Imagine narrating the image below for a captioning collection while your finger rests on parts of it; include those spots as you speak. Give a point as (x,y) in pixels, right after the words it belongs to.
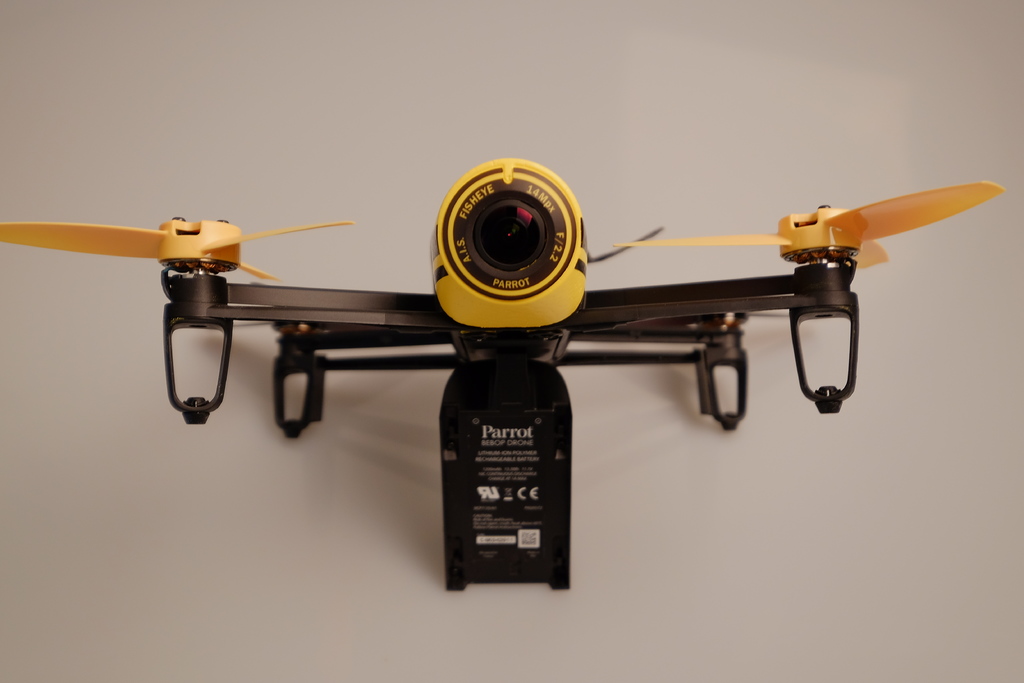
In this image we can see a toy helicopter (445,448) placed on the surface (278,504).
